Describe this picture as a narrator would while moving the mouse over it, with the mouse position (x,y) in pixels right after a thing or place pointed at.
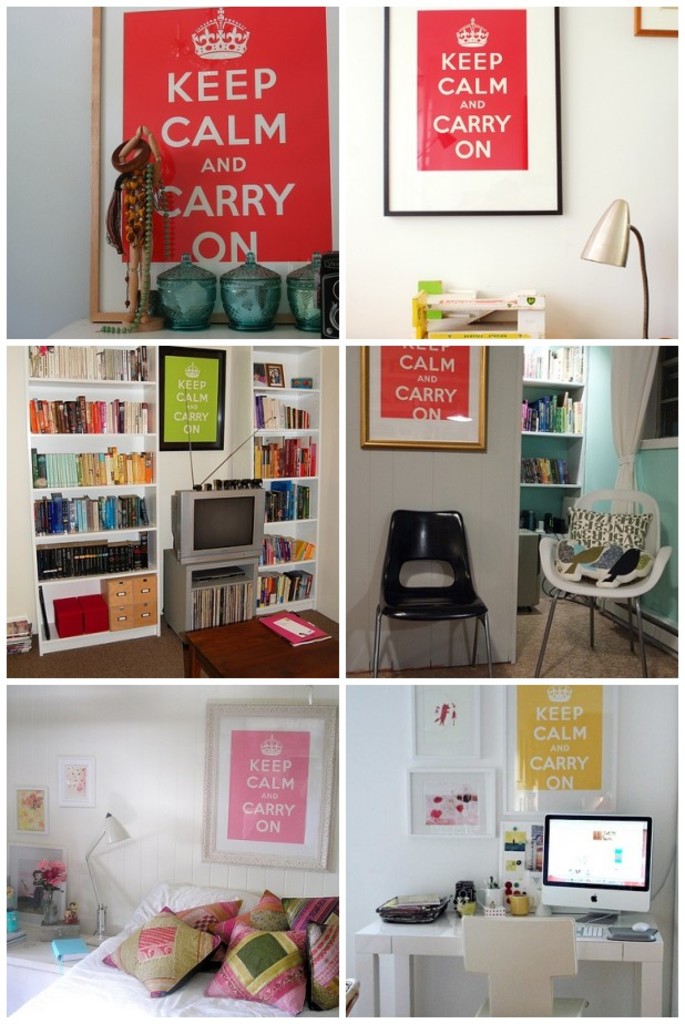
As we can see in the image there is a white color wall (603,179), lamp (627,220), photo frame (561,113), shelves (78,389), chair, bed (107,980), screen (623,853) and pillows (247,927).
